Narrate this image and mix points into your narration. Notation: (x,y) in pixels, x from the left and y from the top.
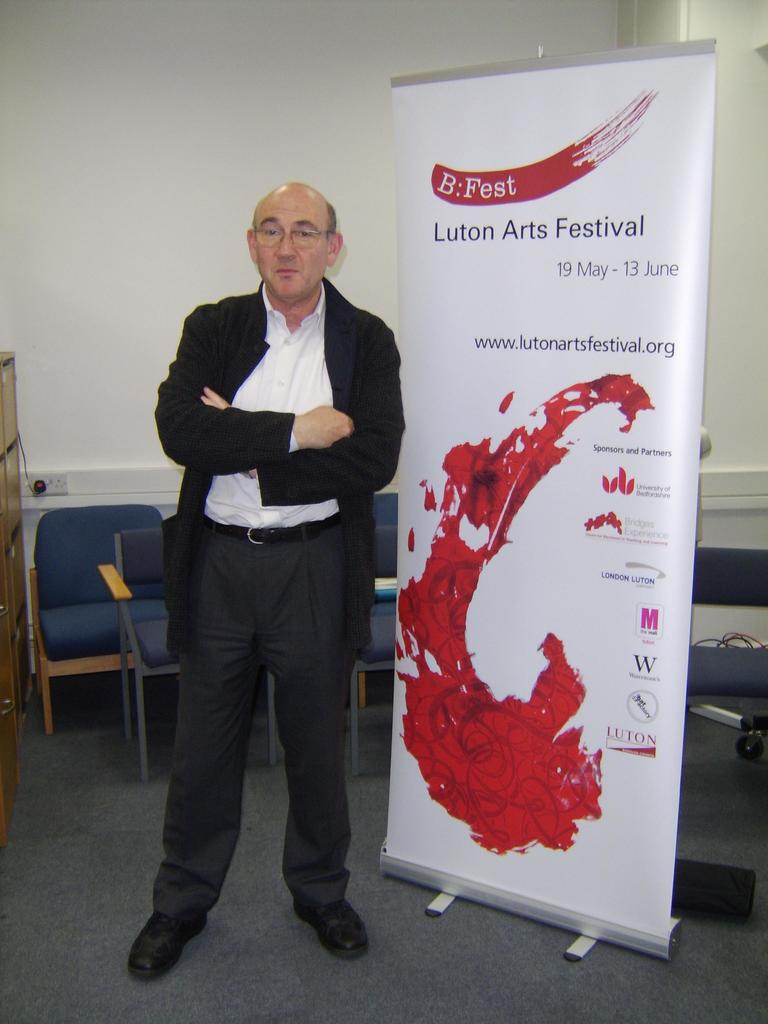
In this image I can see a man (202,601) is standing. In the background (116,540) few chairs (142,524) and a banner (574,521). I can also see he is wearing a specs (297,233).
